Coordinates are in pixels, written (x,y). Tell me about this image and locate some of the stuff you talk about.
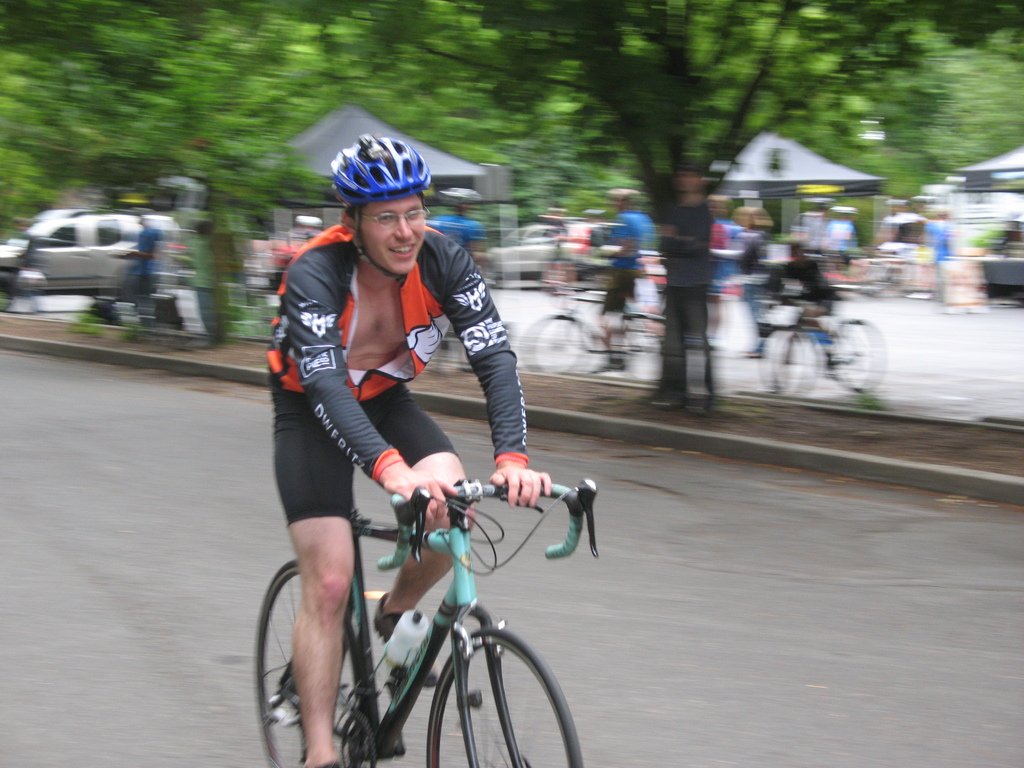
In this image I can see a person (364,381) wearing black, orange and white colored dress (457,299) and blue color helmet (372,195) is riding a bicycle (420,678) which is black and green in color on the road (571,638). In the background (697,205) I can see few trees (671,106), few other persons (621,299), few vehicles (91,261) and few tents (761,191).
